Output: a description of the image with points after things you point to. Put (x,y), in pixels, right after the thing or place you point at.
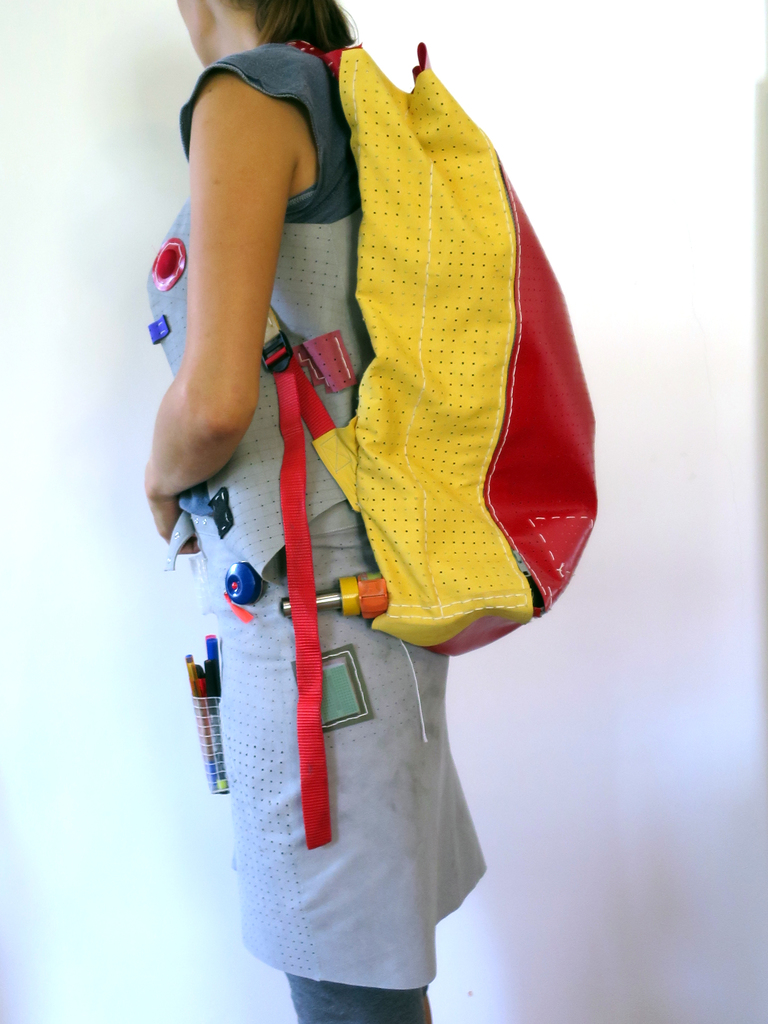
In the center of the image (465,541) we can see a woman (341,303) wearing a bag (349,466) and carrying some pens (197,683) and standing. In the background (723,110) there is a plain white wall (587,801).
